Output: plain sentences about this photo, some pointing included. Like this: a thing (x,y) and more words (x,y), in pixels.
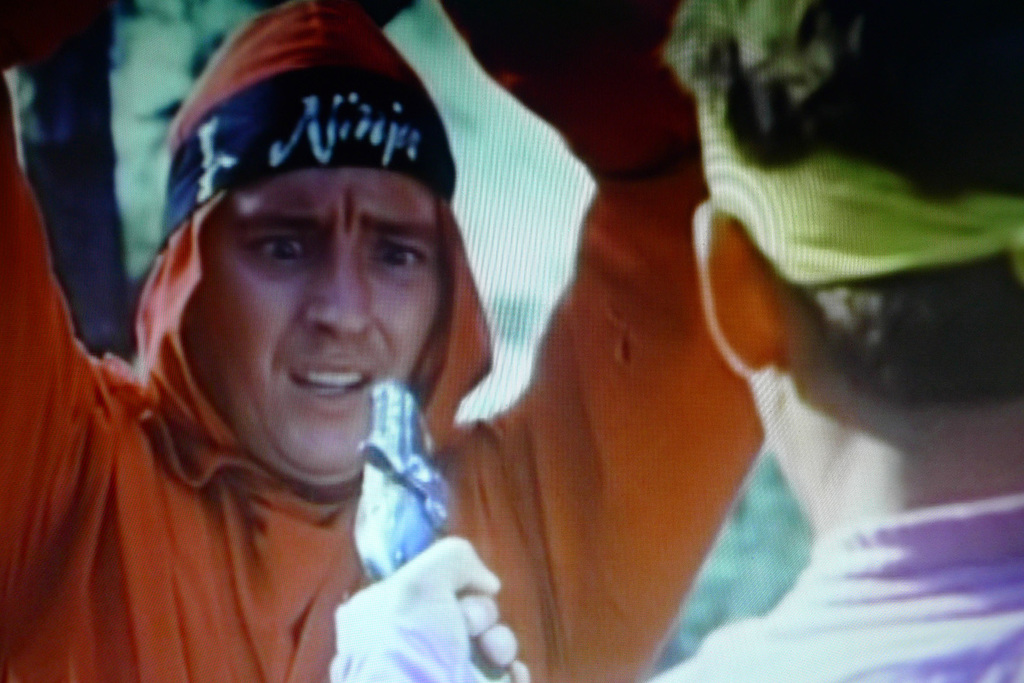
In this image we can see two persons (773,222) and one of them is holding a gun (374,544).
